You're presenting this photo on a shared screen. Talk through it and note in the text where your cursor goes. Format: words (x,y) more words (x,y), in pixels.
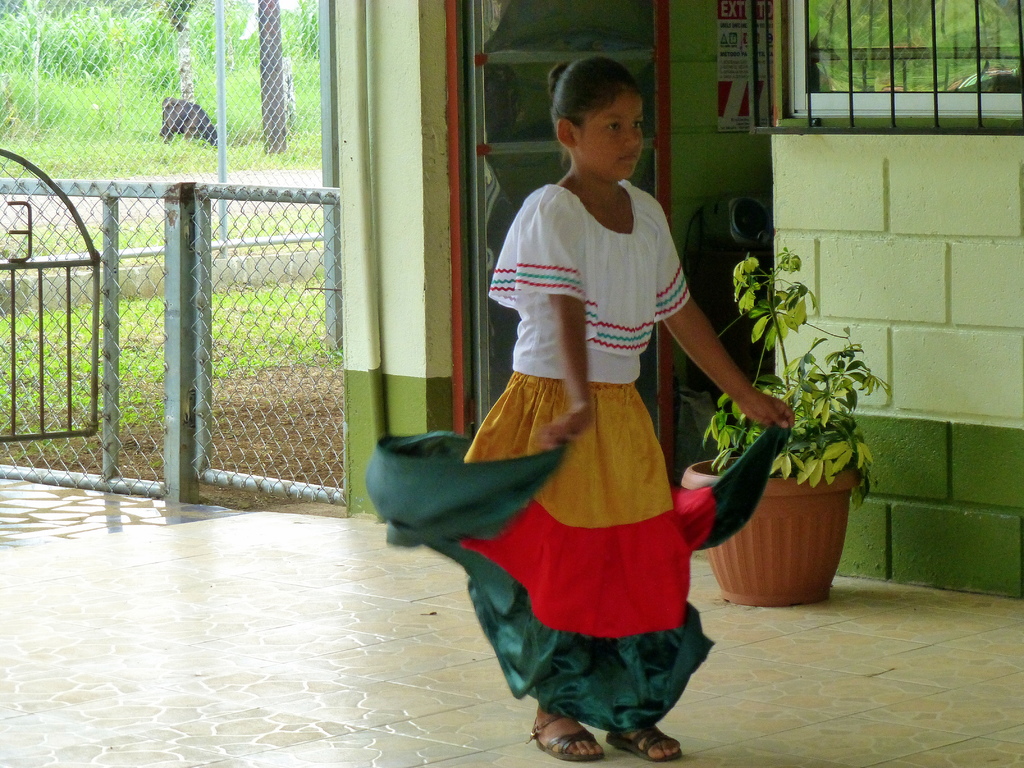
Here I can see a girl (569,325) standing on the floor (512,708) facing towards the right side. On the right side (876,312) there is a room (837,139). Beside the wall (863,297) there is a plant pot (787,498). At the back of this girl (582,216) there is a door (501,91). Inside the room (733,313) there are few objects (727,248) placed on the floor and a poster (735,62) is attached to the wall (683,119). Beside the poster (741,97) there is a window (822,53). On the left side (228,313) there is a net fencing (90,236). In the background (94,163), I can see the plants (166,56) and trees (185,50) on the ground (242,370).
